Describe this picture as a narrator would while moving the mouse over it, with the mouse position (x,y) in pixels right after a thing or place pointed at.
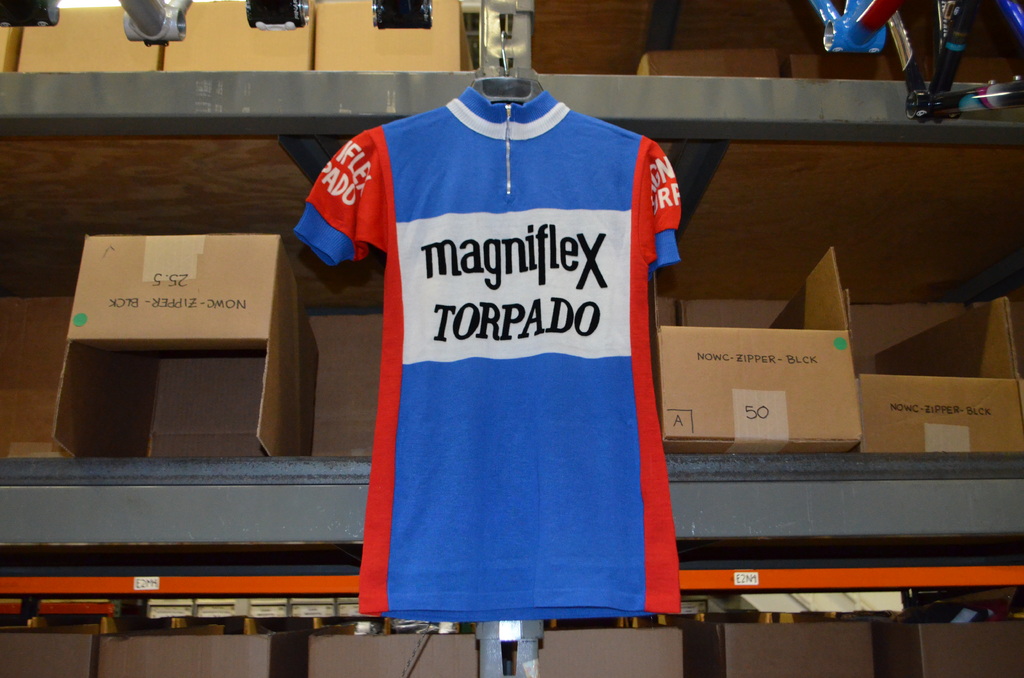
In this image I can see a t shirt (511,328) which is blue, white and red in color is hanged to a rack (435,100). I can see few cardboard boxes (313,66) in the rack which are brown in color and the rack (203,511) is grey in color.
